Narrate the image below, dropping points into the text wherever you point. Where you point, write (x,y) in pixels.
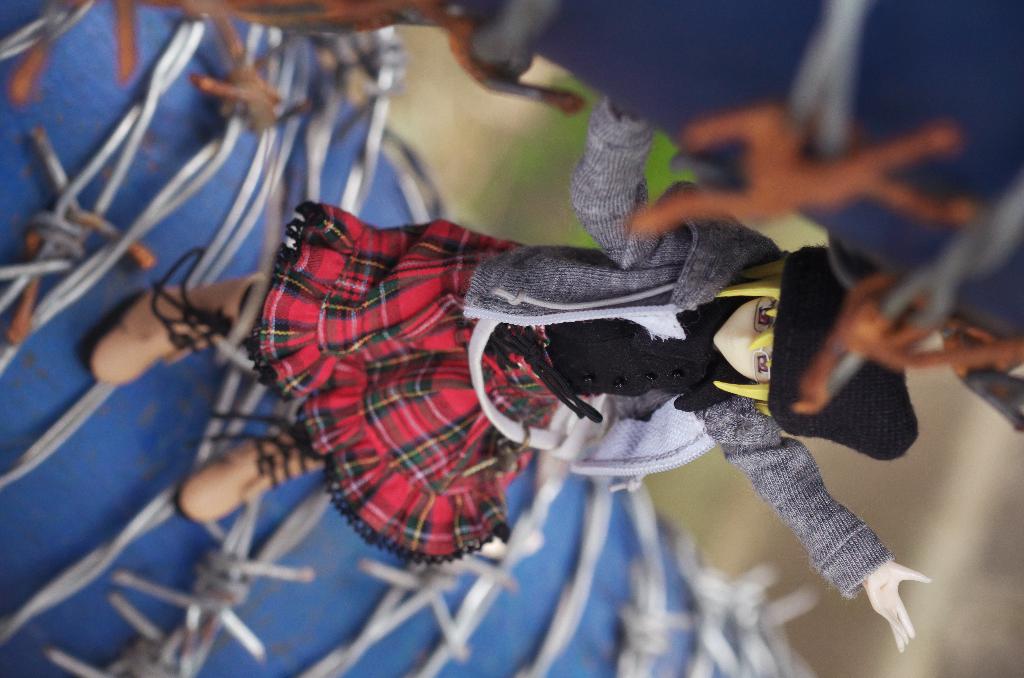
In this image we can see a doll (573,330) on the blue color object (520,590) and blur background (454,182).
